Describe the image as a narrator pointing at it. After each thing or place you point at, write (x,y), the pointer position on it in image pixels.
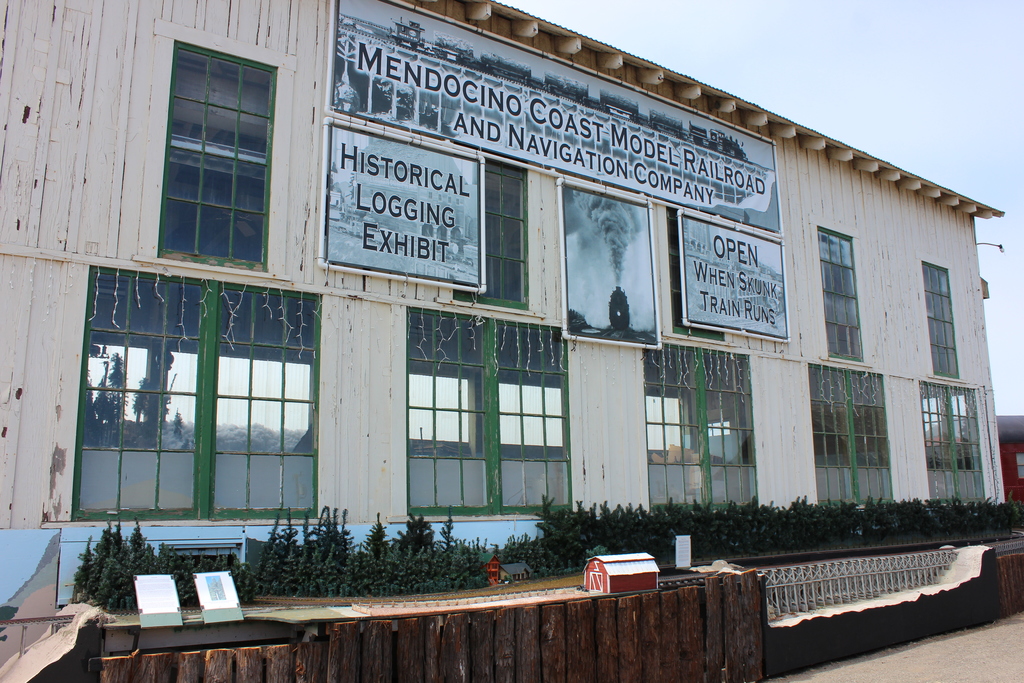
In this image we can see sky (686,44), buildings (342,505), shed (595,331), decor lights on the windows (421,489), plants (379,544), grills (884,567), street light (999,250) and sky (843,83).
